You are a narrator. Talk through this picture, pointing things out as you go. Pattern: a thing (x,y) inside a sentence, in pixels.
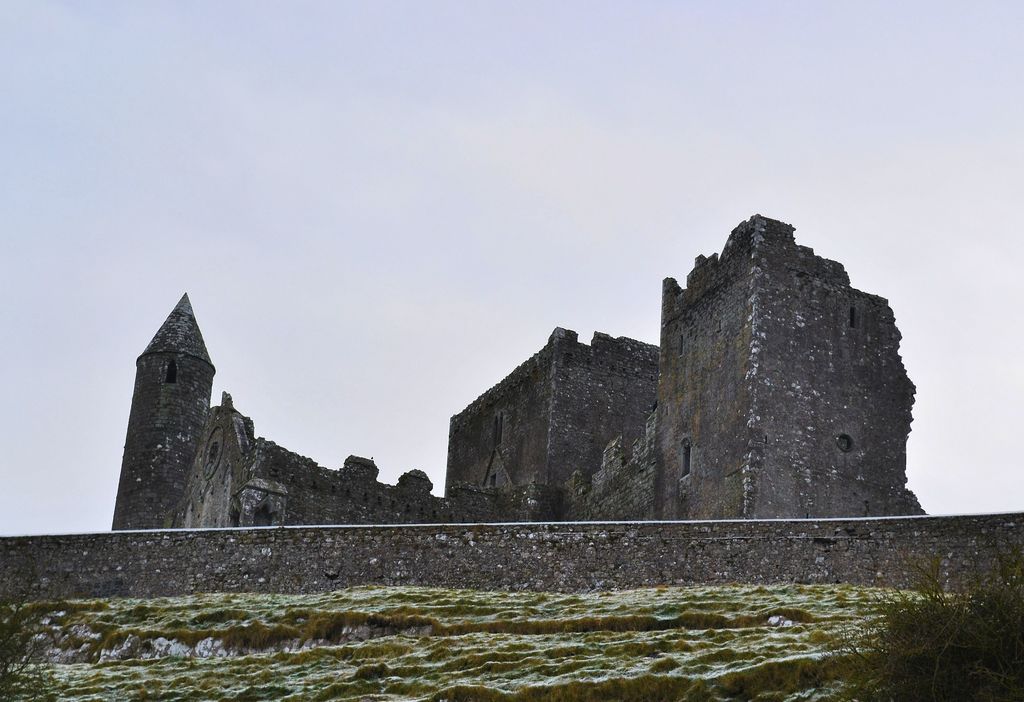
At the center of the image (485,441) there is a fort (469,433). In the background (549,192) there is a sky (680,167).
